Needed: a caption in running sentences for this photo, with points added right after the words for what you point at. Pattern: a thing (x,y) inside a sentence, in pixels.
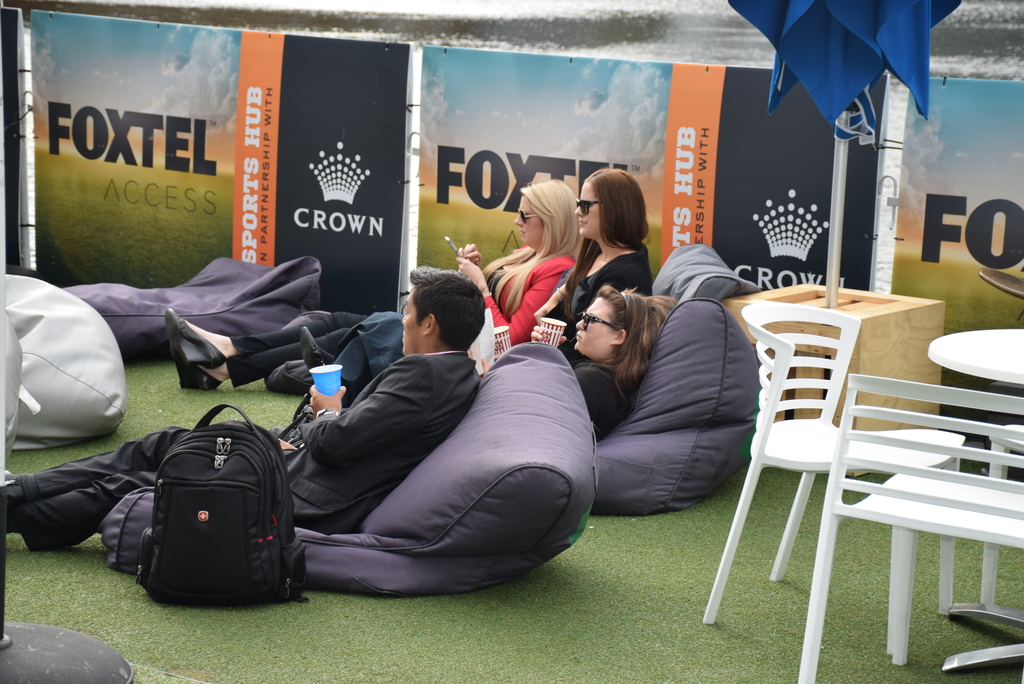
In this image, In the middle (602,421) there are some people (602,421) sitting on the black color objects (476,459) there is a bag (215,524) which is in black color, In the right side (789,462) there are some chairs (877,457) which are in white color, There is a table (998,354) in white color near that table (983,355) there is a blue color umbrella (842,39), In the background (827,168) there is a poster (152,126) which is in blue and black color.
